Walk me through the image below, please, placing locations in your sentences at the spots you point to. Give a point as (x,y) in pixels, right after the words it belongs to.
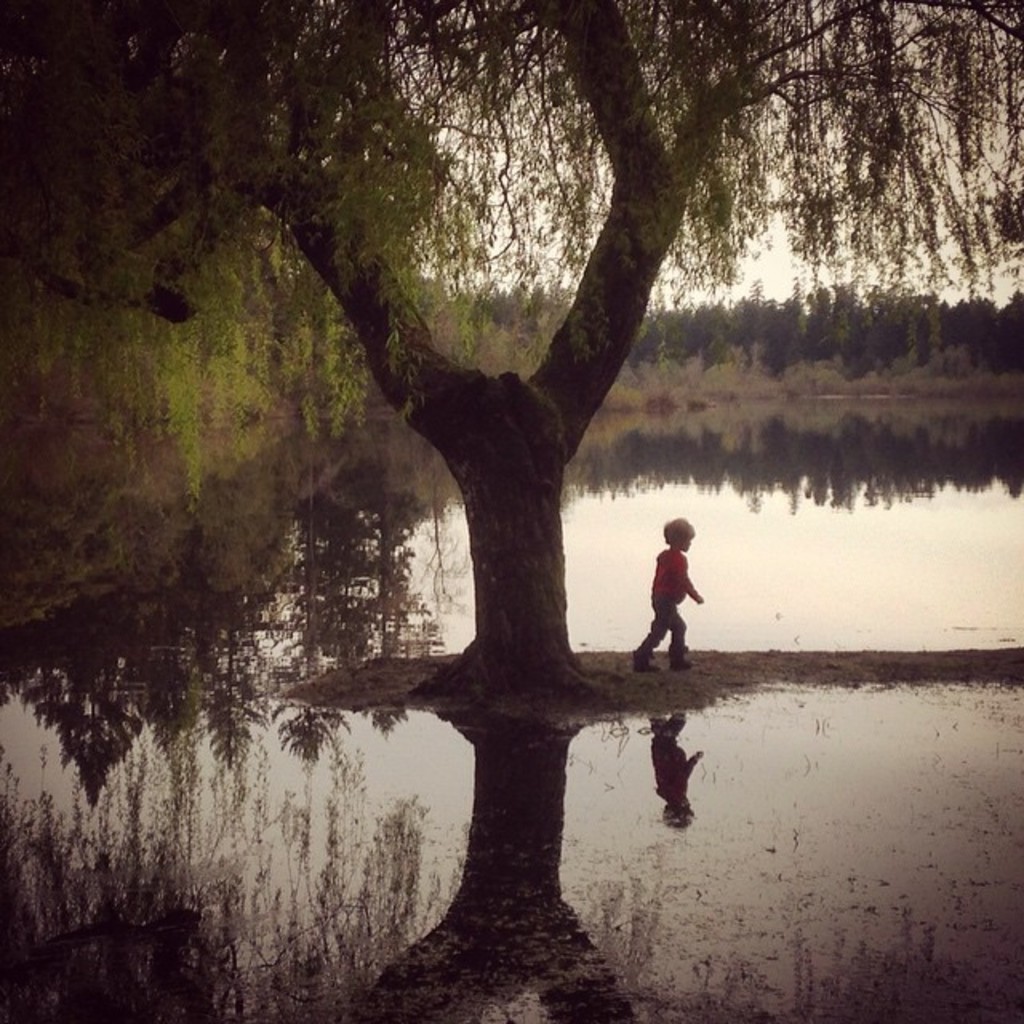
In this image we can see a kid (685,653) walking on the ground (585,671), there is a lake (407,782), also we can see some trees (768,222), bushes (960,375), and the sky (685,282).
